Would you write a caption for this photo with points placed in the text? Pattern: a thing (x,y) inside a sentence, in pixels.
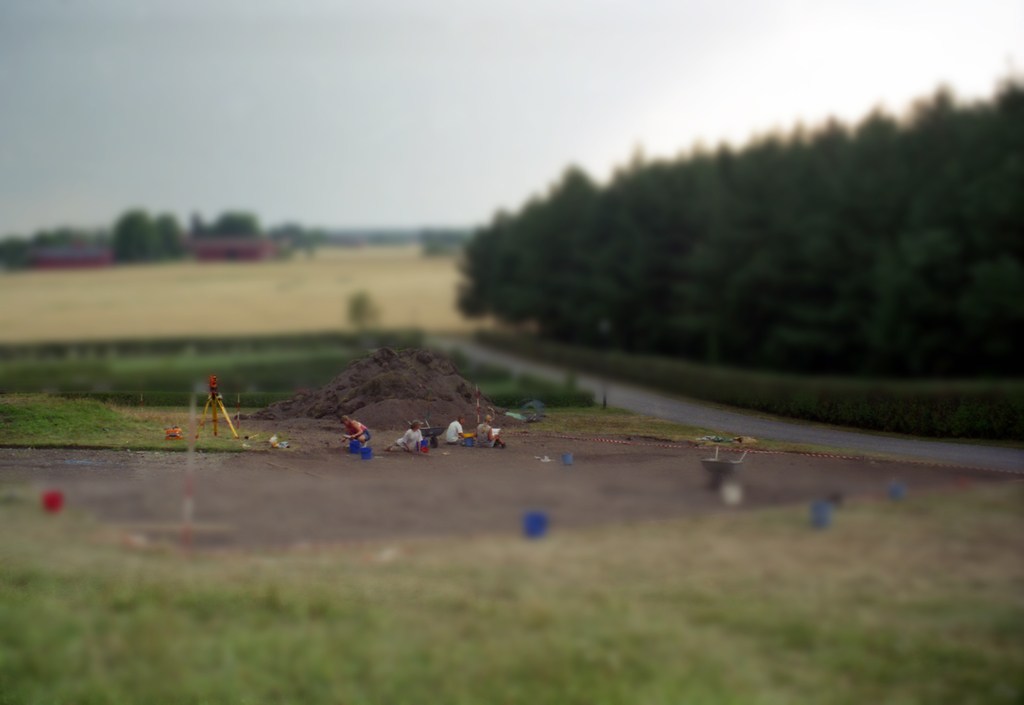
At the bottom of the picture (537,618), we see grass (521,605). In the middle of the picture (491,430), we see people (500,440) sitting on the floor (340,465). Beside them, we see blue color buckets (359,450). Beside that, we see a yellow color stand (220,405). Behind them, we see the soil (397,362). On the right side (744,268), there are trees (785,310). There are trees (204,235) in the background (157,241). This picture is blurred in the background (321,250).
